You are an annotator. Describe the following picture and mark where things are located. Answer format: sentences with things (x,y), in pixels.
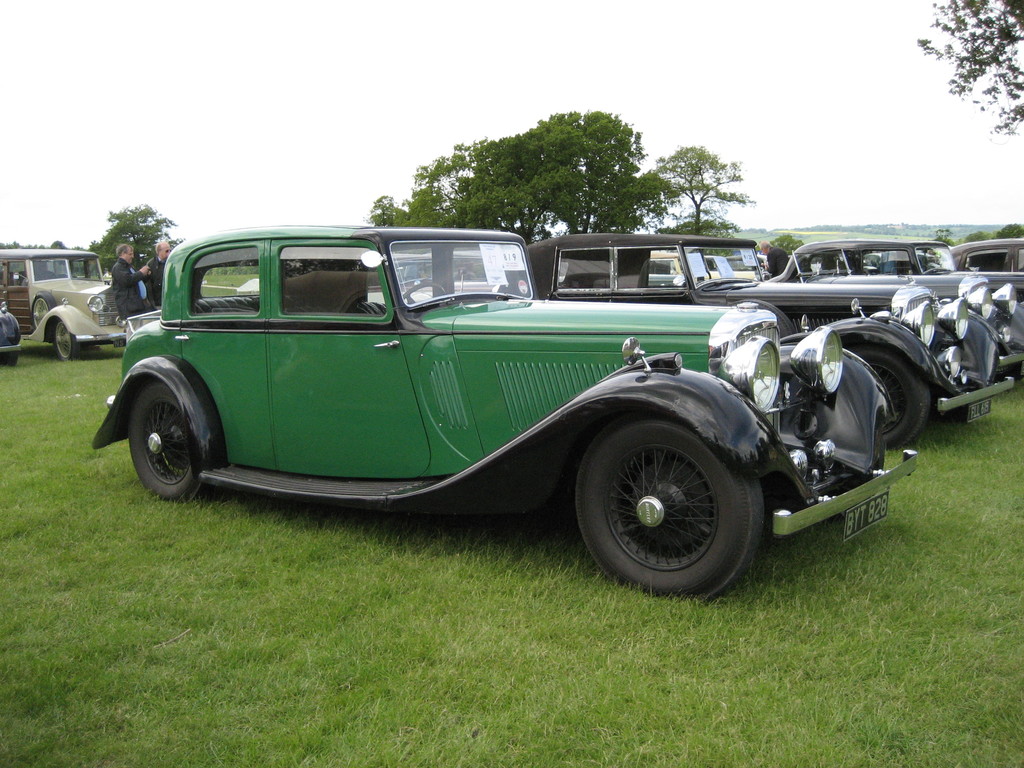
In this image I can see vehicles (555,367). Here I can see people (139,306) are standing. Here I can see the grass (377,632). In the background (570,192) I can see trees (554,182) and the sky (310,86).
